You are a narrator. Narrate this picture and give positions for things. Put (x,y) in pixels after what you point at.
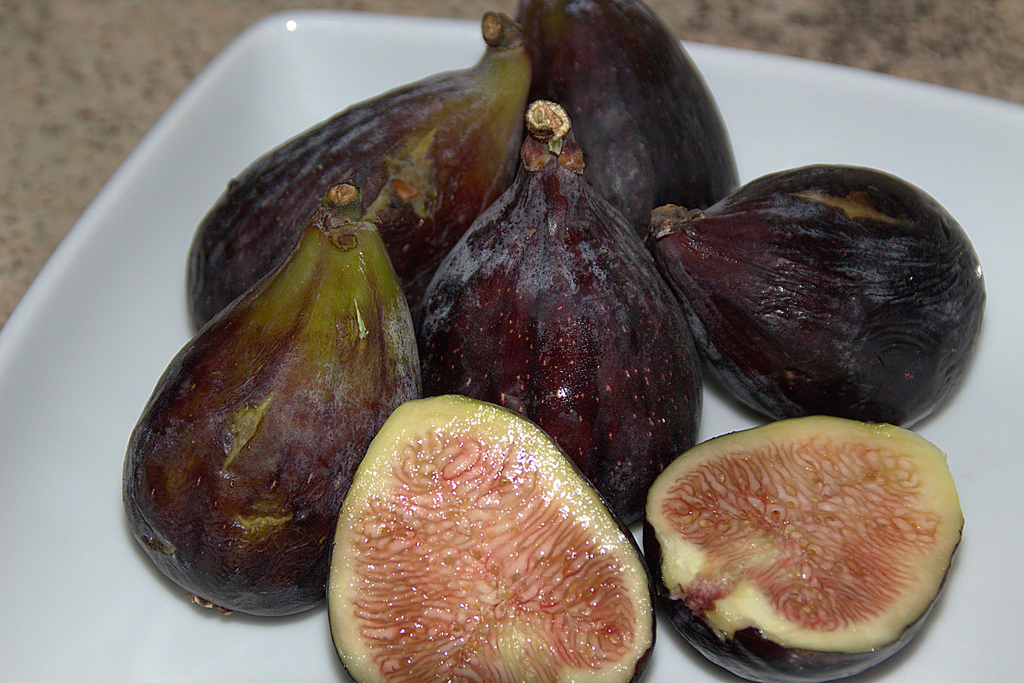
In the image there are common fig fruits (634,256) kept on a plate (176,265).
